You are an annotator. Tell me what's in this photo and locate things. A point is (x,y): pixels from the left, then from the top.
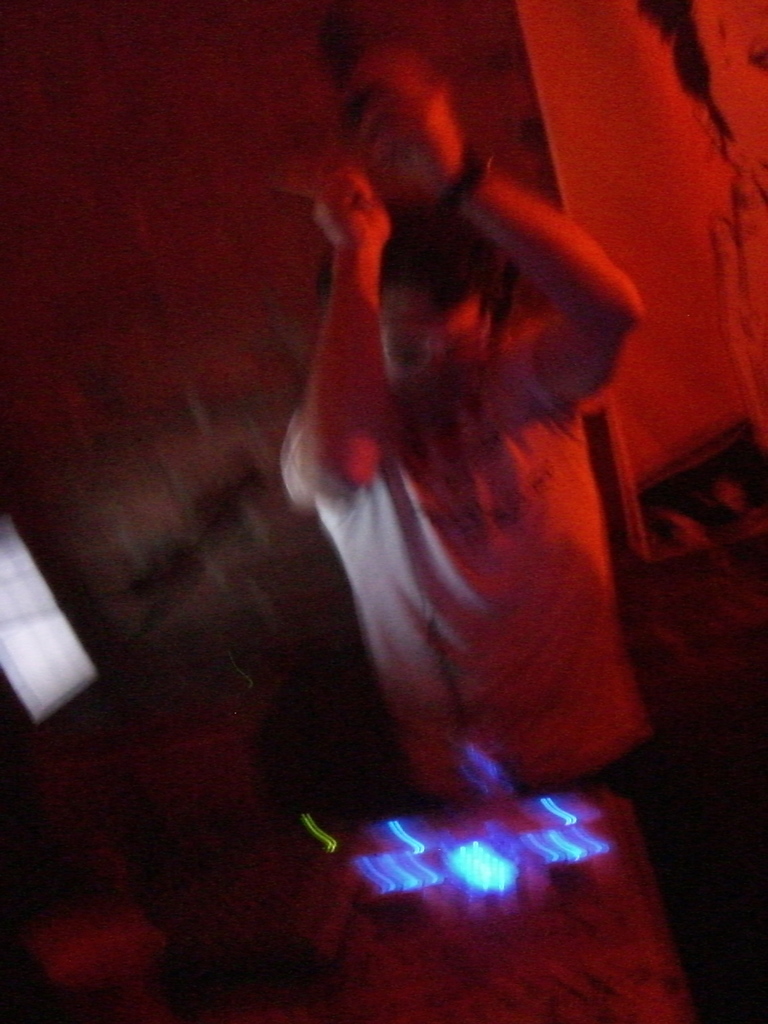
In this picture I can see a person (407,429) in front (442,742) and I can see a blue color thing (582,812) on the bottom of this picture (377,868). In the background (63,532) I can see the wall (507,22) and on the left side of this picture (39,617) I can see a white color thing (15,625) and I see that this image is blurry. I can also see that this image is of red color.
